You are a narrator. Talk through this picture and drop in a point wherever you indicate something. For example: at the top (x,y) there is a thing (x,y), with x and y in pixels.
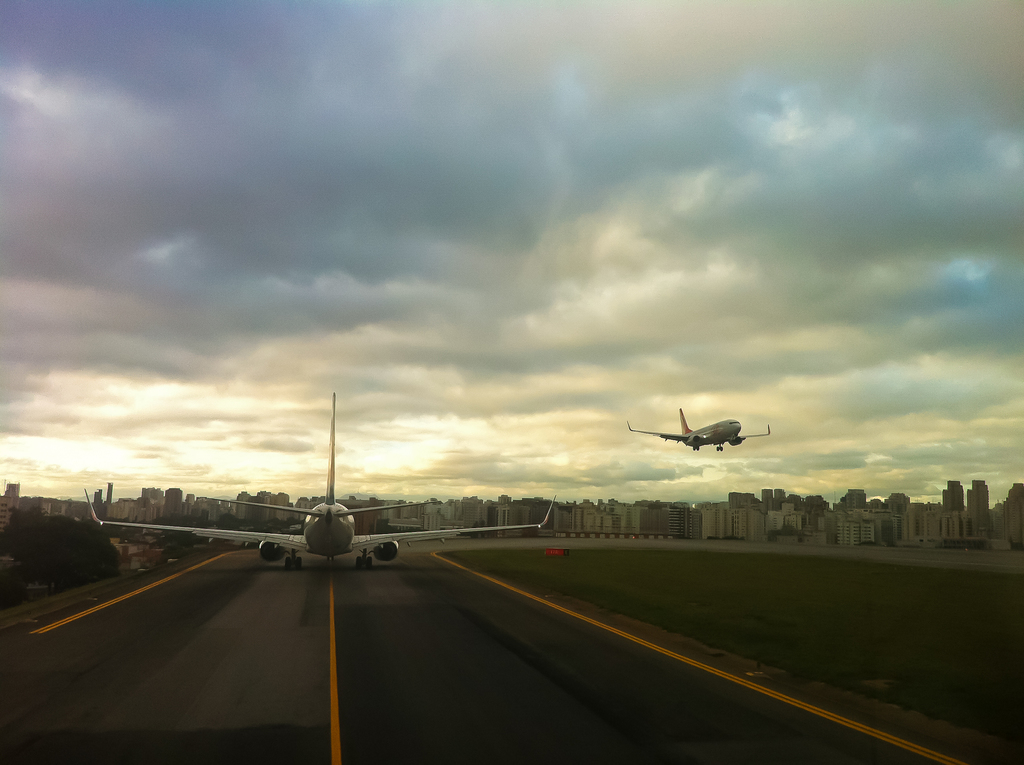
This picture might be taken on the wide road (632,702). In this image, on the left side (313,535), we can see an airplane (378,553) moving on the road (452,565). On the right side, we can also see an airplane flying in the air (926,481). In the background (87,582), we can see some plants (98,544), trees (98,544), buildings (734,535). At the top (746,108), we can see a sky (882,200) which is cloudy, at the bottom (478,656) there is a road (262,751).
